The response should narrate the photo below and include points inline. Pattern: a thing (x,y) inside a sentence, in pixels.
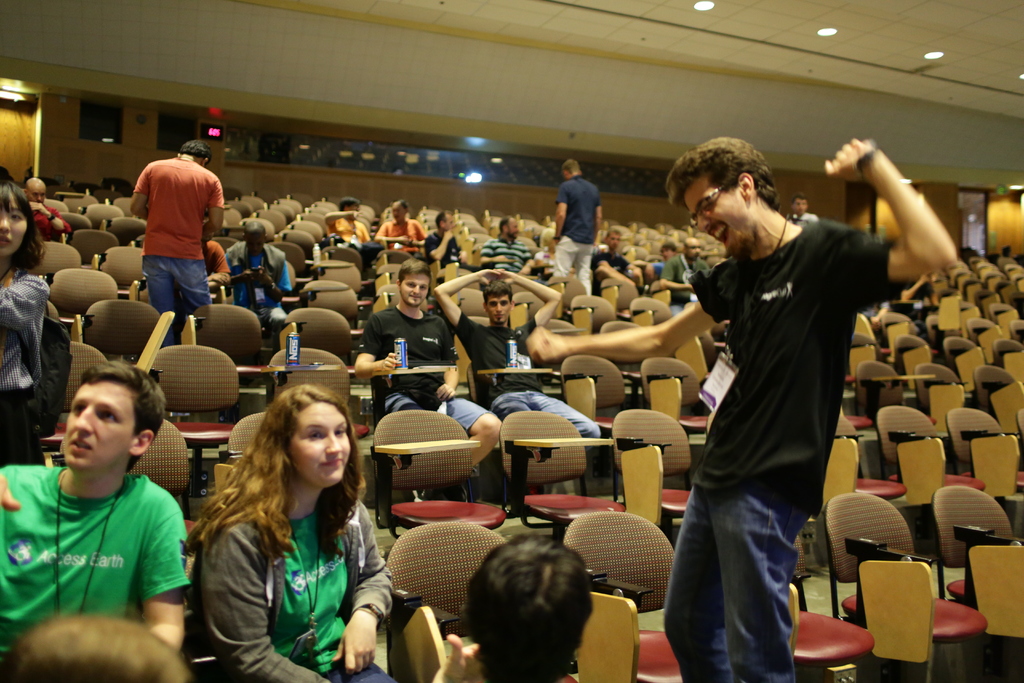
In this picture there are group of people (827,277) where few among them are sitting in chairs (347,323) and the remaining are standing.
